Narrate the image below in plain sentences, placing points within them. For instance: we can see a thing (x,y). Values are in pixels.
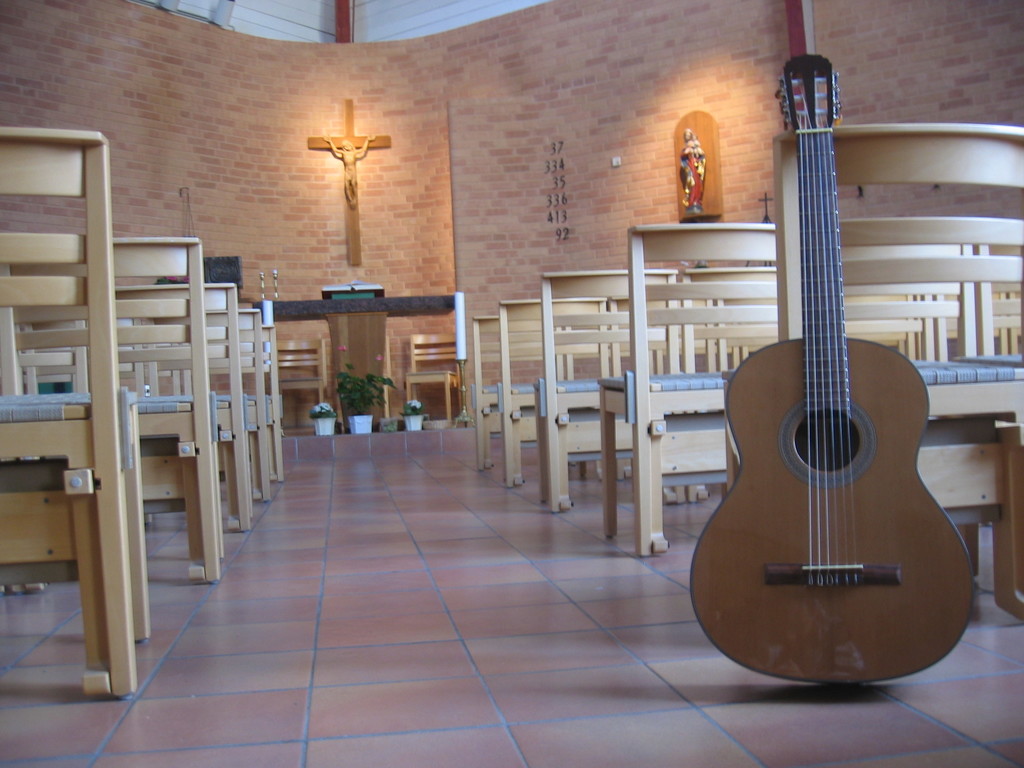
This picture is taken inside a hall (274,480). There are benches (607,333) on the hall (470,356). There is a guitar (766,539) kept in the right side of the room (845,381). In the background (625,242) there is a wall (223,121). On the wall (367,194) there is a cross (348,177). In front of the wall (315,289) there is a table (431,305) and chairs (438,351), there are few plant pots (364,425). On the right side (695,173) background there is a statue (700,161) on the wall (728,168).
